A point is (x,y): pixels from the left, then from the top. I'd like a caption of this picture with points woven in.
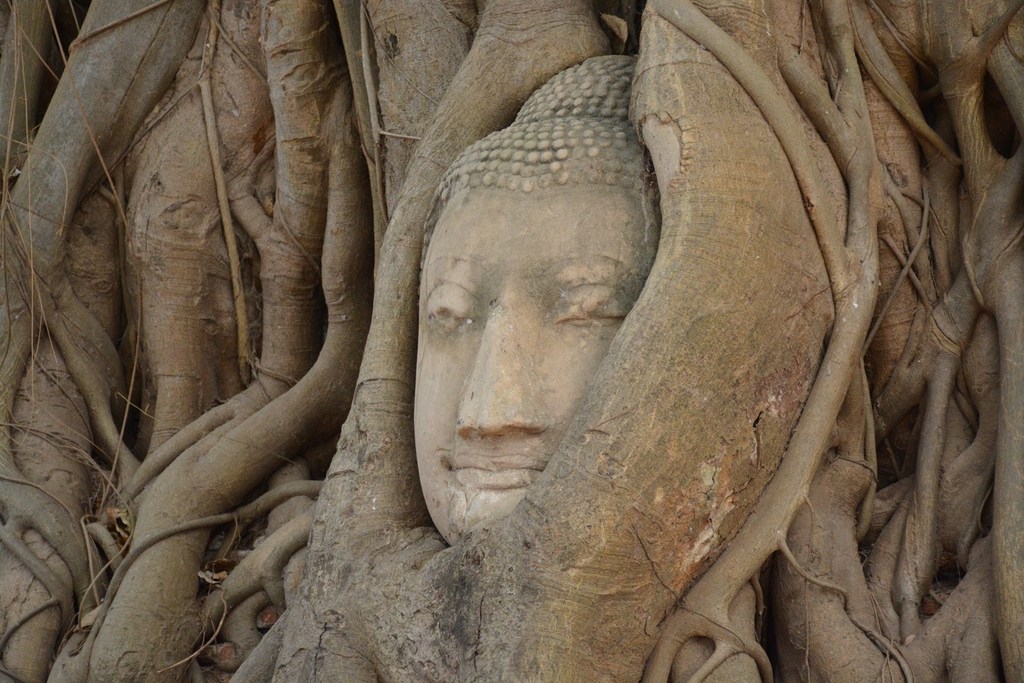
In this image we can see a sculpture (481,288), also we can see the trunks (199,397) of trees (390,447).
